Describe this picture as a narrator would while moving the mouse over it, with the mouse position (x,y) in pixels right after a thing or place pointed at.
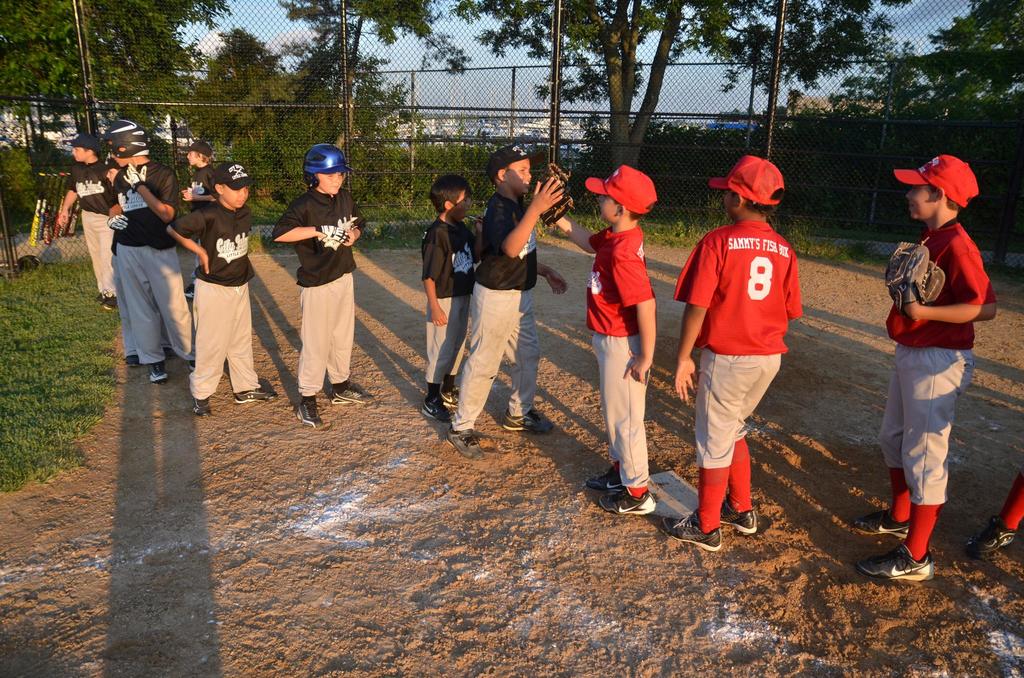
In this picture we can see a group of people (144,180) standing on the ground (561,520) and in the background (386,218) we can see the grass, fences (498,137), trees (126,57), bats (36,216), some objects (503,117) and the sky (453,40).
